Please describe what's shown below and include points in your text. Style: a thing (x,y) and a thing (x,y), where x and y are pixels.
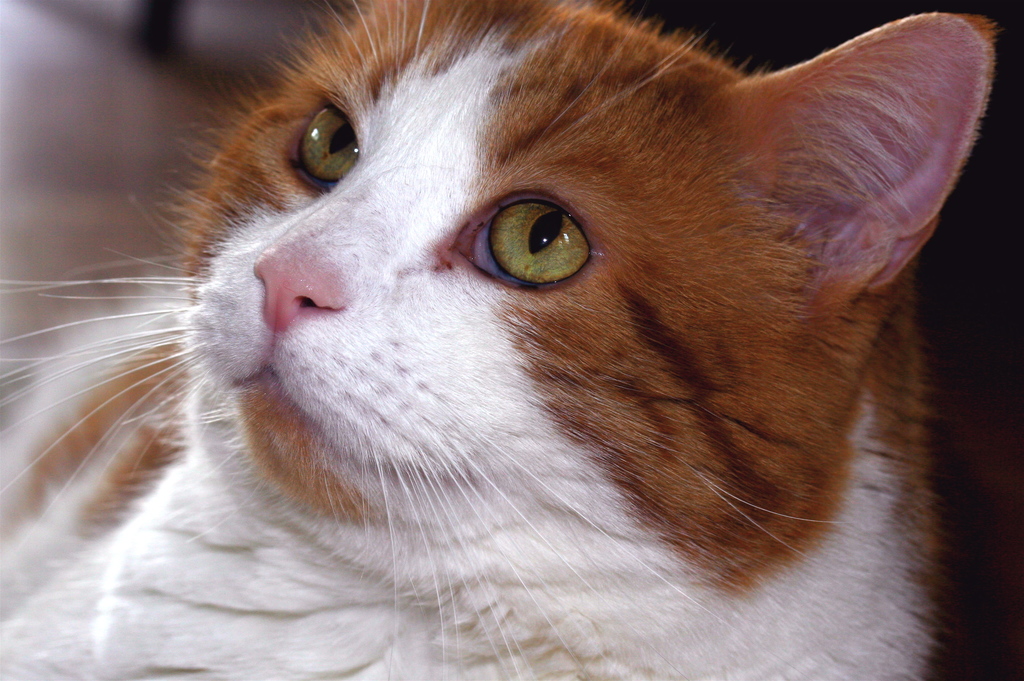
In this image we can see a brown and white color cat (485,449). The background (48,95) is blurry.
